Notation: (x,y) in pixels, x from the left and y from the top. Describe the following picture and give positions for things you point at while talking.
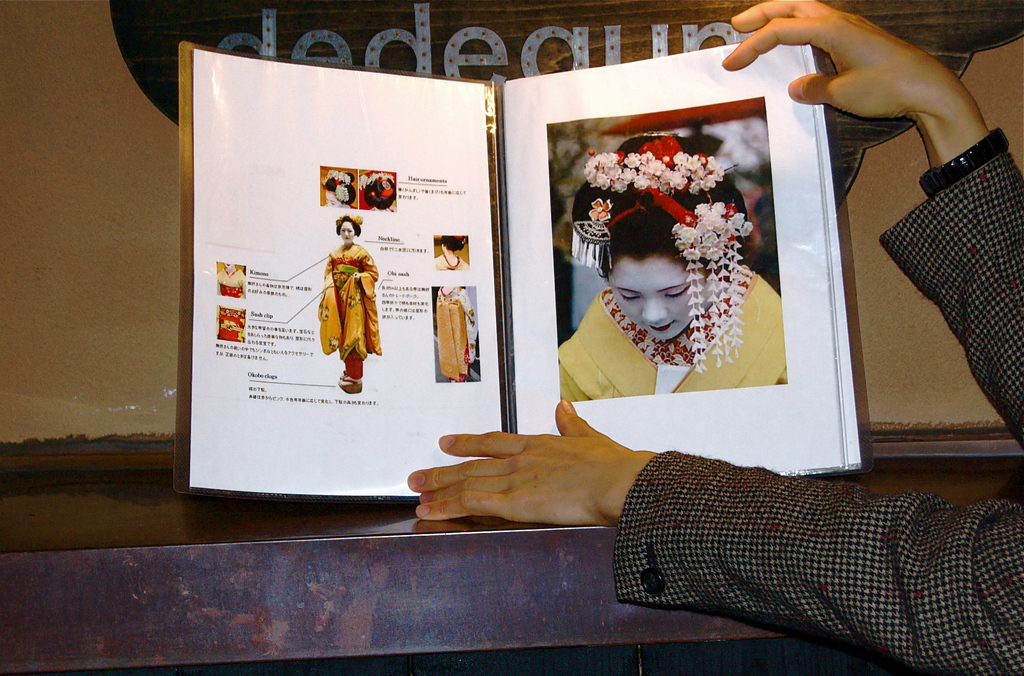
In the image I can see a book (613,276) on a surface (552,619) which is holding by a person (954,144). In the book (563,280) I can see photos (569,272) of women (625,306) and something written on it. In the background (515,16) I can see something written on an object (144,14) which is attached to the wall (114,95).
